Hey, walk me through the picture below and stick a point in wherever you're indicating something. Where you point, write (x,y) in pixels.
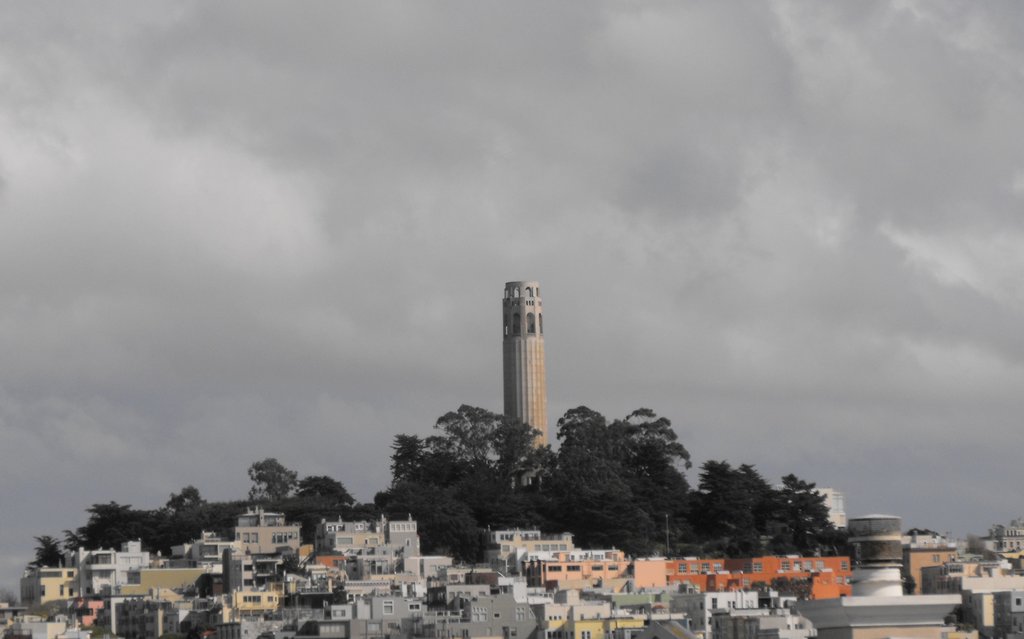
In the image we can see there are lot of buildings (515,593) and trees (606,462). Behind there is a tower building (518,289) and there is a cloudy sky (507,157) on the top (618,198).
